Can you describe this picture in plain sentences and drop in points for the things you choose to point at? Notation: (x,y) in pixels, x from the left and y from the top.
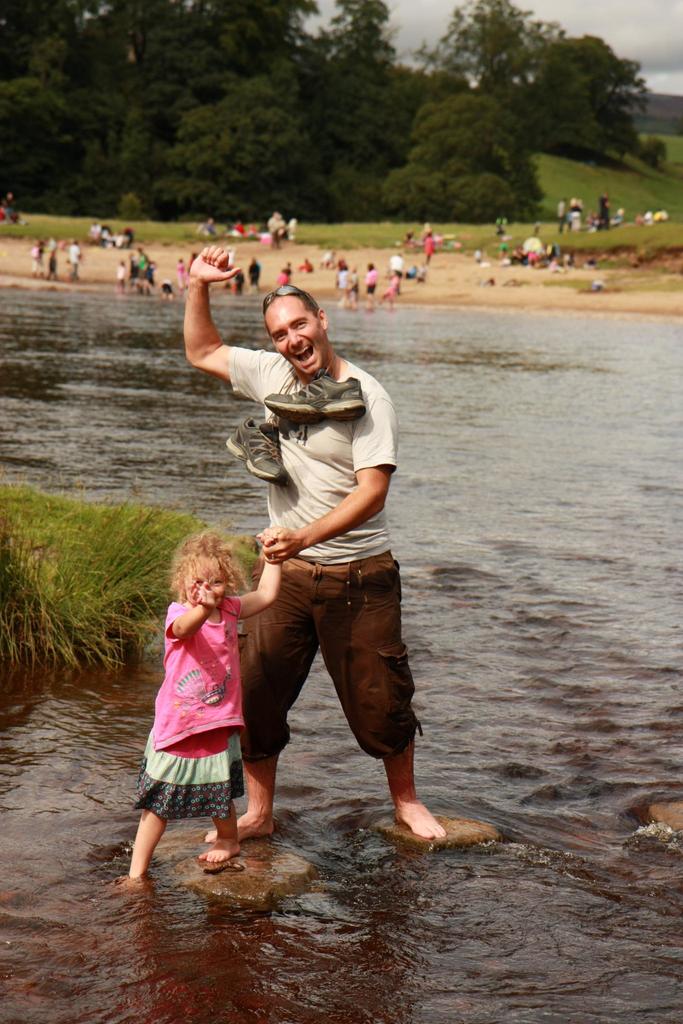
In the picture I can see a child (206,774) wearing a pink color dress (160,768) and a person (285,544) wearing T-shirt (273,490) and shoes (273,447) are hanged on his neck (338,366) are standing on the stones (268,866). Here we can see grass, water (524,817) and the background of the image (618,243) is slightly blurred, where we can see a few people (598,216) standing on the ground (423,285), we can see grassland (547,234), trees (464,124) and the cloudy sky (661,14).
